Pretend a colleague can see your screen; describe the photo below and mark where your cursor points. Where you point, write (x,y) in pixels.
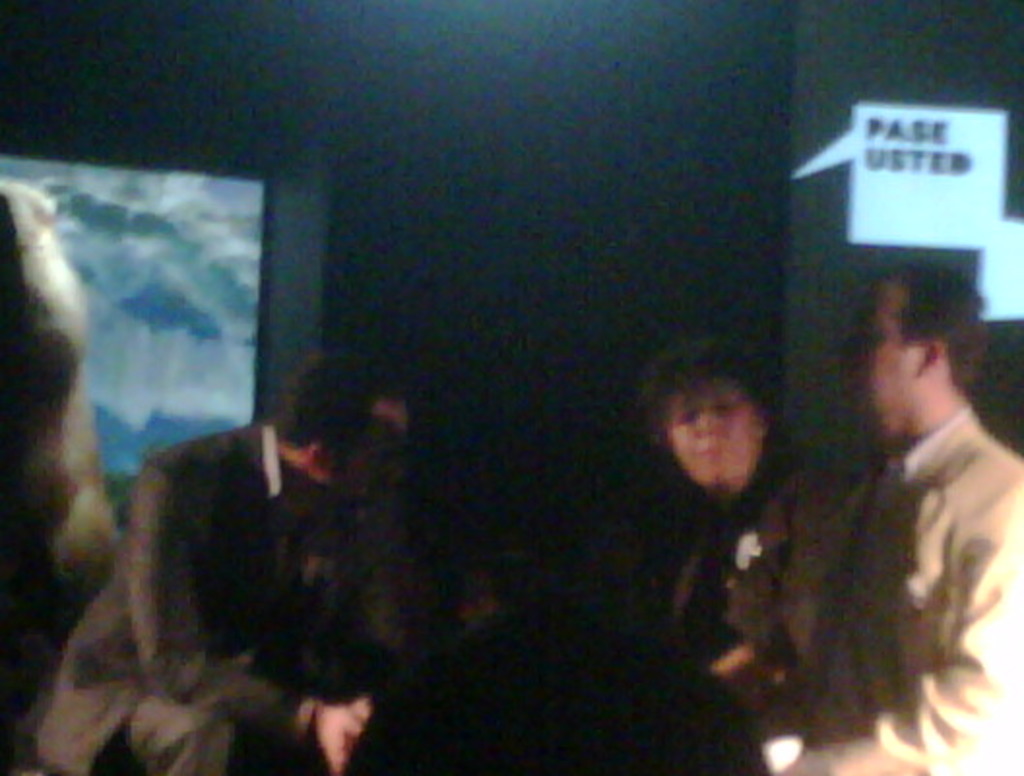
In this image we can see some group of persons (715,511) standing and in the background of the image (432,177) there is black color sheet (464,227).
